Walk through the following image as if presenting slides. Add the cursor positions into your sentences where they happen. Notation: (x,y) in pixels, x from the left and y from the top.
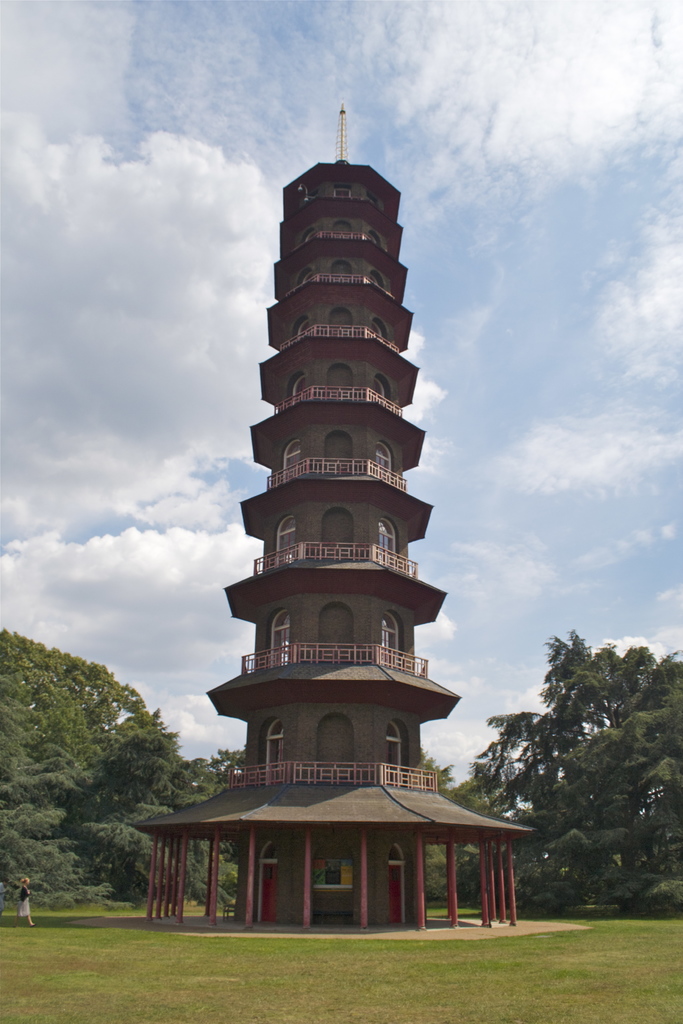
In this picture there is a person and we can see grass (423,951), pillars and architecture (346,650), top of the architecture (320,171) we can see pole (344,147). In the background of the image (611,329) we can see trees (10,660) and sky (246,270) with clouds (4,591).
